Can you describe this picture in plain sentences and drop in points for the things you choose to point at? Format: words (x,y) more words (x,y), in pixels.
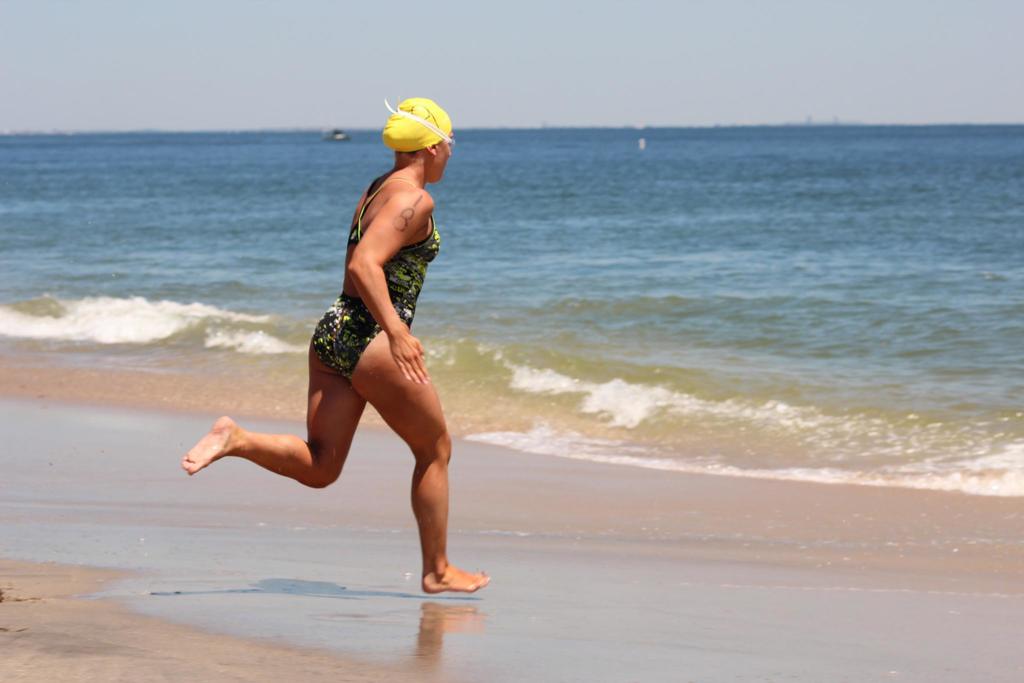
In the foreground of the picture (346,330) there is a woman (320,443) running on the beach (520,527). In the center of the picture (492,361) there is a water body (330,167). In the background (386,79) it is sky (541,52).
